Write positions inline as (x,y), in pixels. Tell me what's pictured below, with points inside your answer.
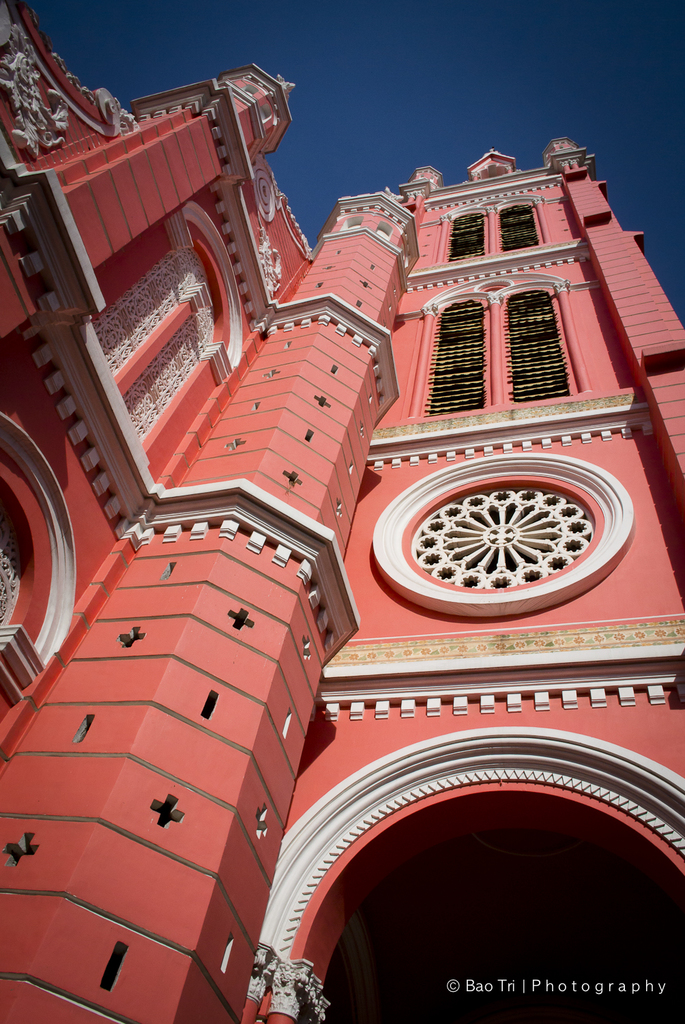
In this image I can see a huge building (230,721) which is red, white and black in color. In the background (632,107) I can see the sky (493,87).
